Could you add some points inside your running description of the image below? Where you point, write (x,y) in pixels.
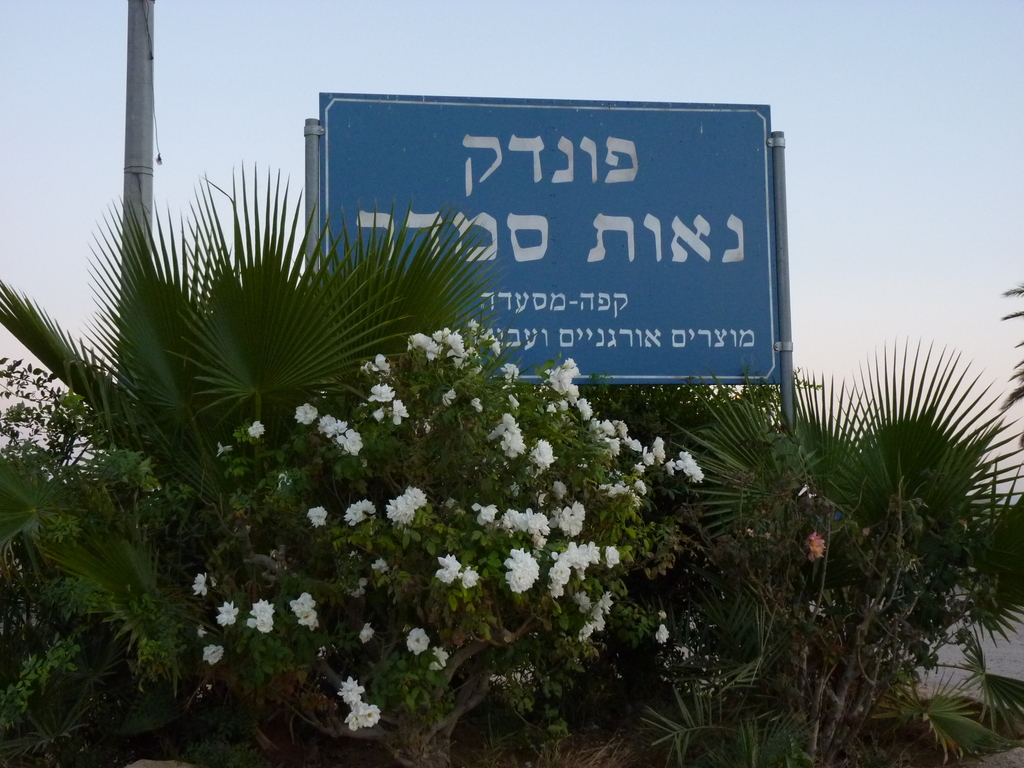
In the image we can see a plant (519,528) and white flowers (483,509). Here we can see a board (602,229), blue in color, on the board (575,293) there is a white color text (522,309). Here we can see a pole (145,86) and a sky (513,7).
